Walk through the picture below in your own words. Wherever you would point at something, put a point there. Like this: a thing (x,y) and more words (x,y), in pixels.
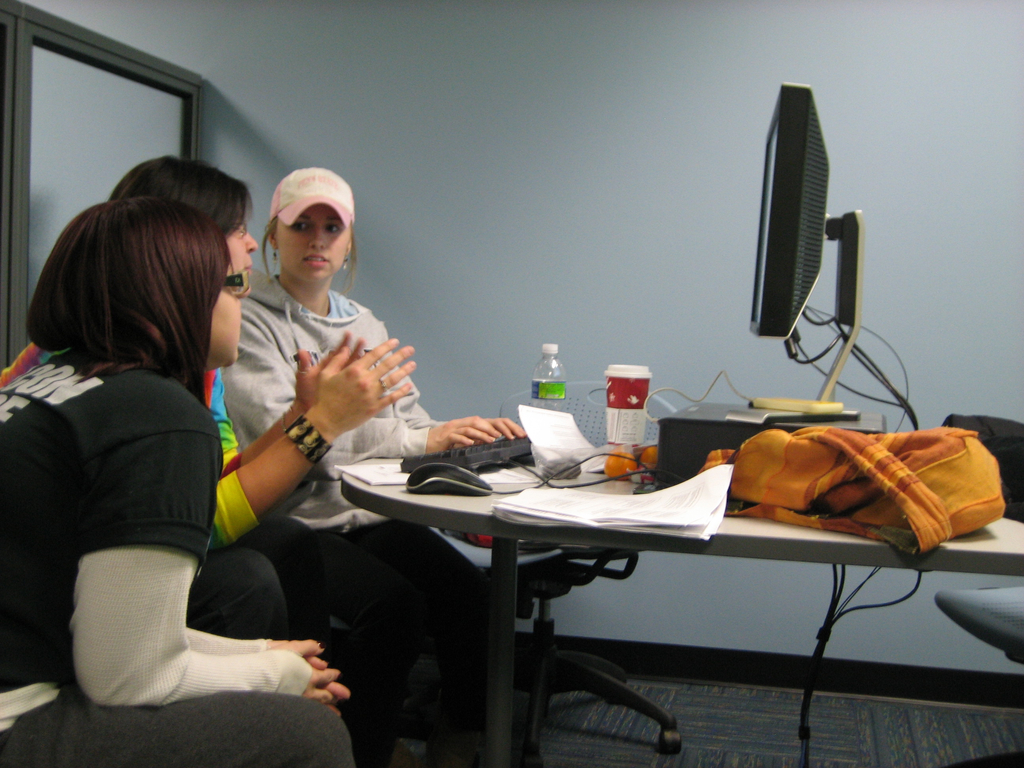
People (297,429) are sitting on chair (547,601) near the table (775,557) and on the table (799,528) there is monitor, bottle (546,401), glass (626,433), paper (620,501), bag (884,480).
